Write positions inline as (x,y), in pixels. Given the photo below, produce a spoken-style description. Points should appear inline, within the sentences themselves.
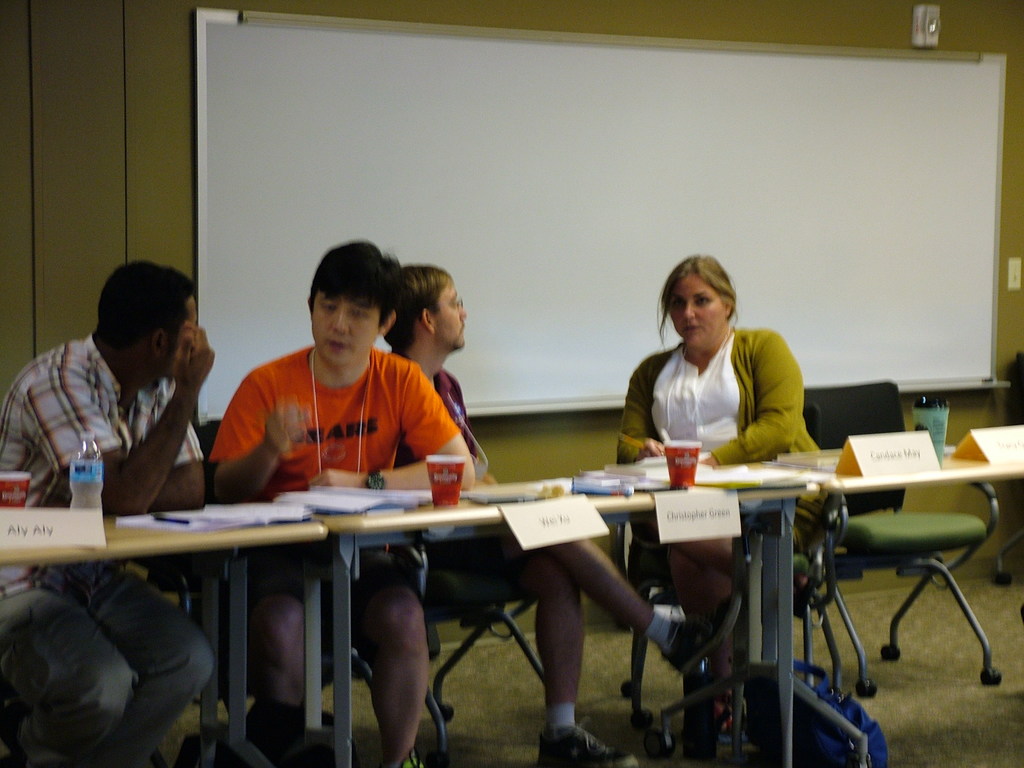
In this picture we can see some persons (98,758) sitting on the chairs (925,581). This is the table (307,534). On the table (244,534) there are books (720,467), cups (450,457), and bottle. On the background (420,181) there is a board (623,190). And this is the wall (123,120).
